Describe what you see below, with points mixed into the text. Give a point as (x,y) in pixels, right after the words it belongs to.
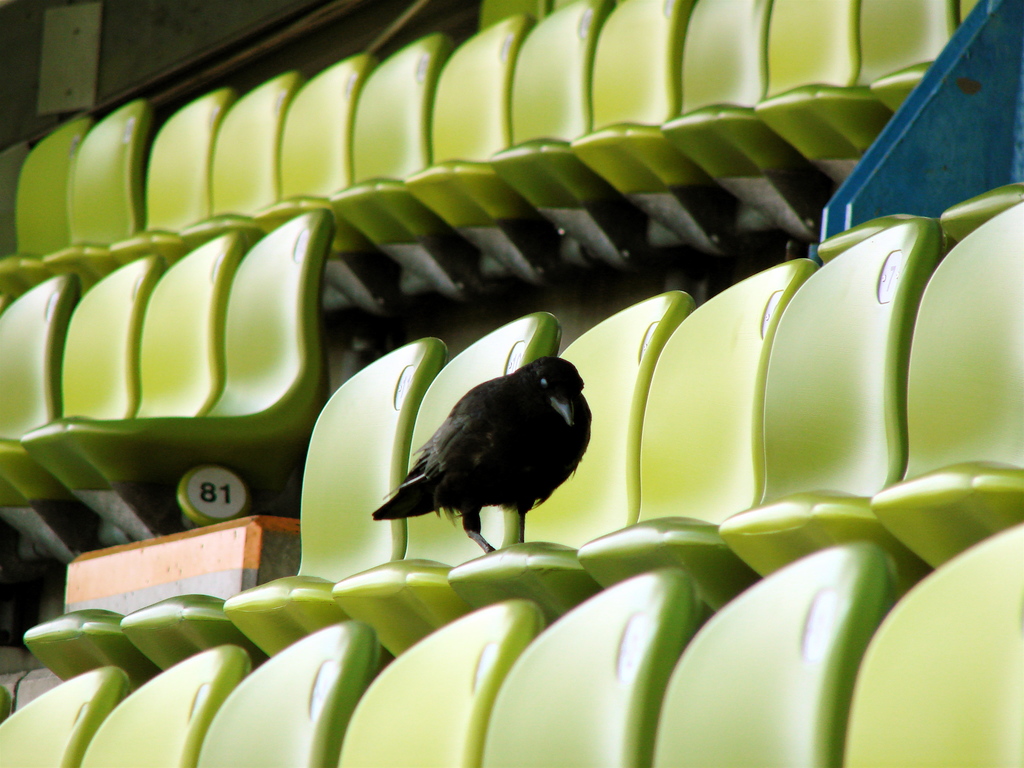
In the foreground of this image (547,457), there is a crow (531,480) on the chair (569,543) and we can also see many green color chairs (284,317) and also digits (211,490) on the left (222,504) and a blue color object (941,157) on the right (970,125).
